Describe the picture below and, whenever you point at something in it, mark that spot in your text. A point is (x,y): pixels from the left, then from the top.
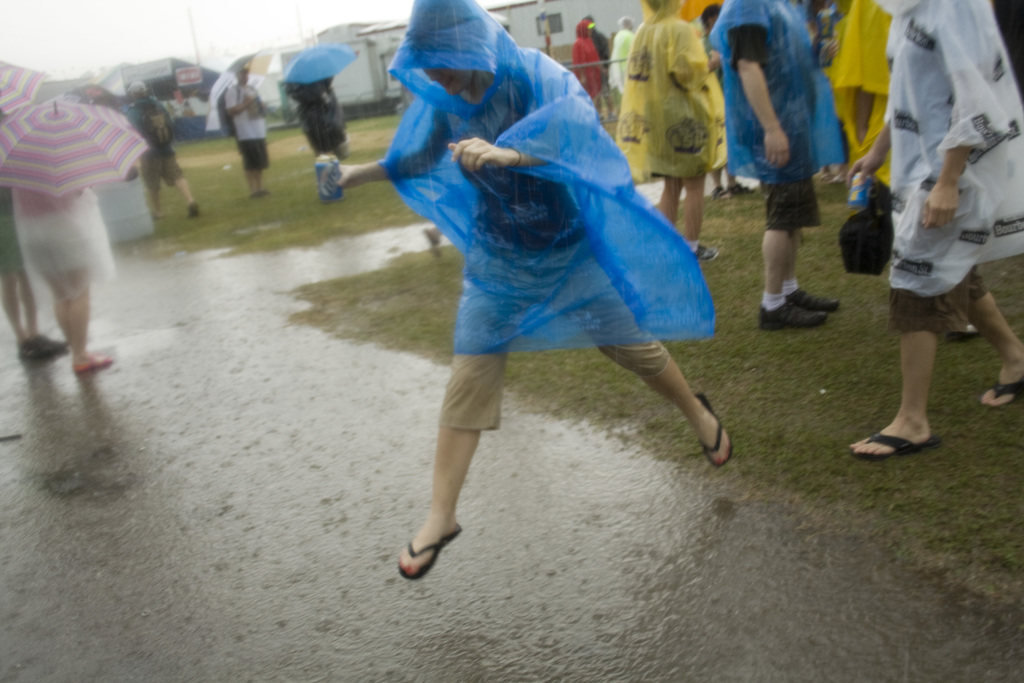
In this image in front (671,618) there is water (664,599). On the right side of the image (859,366) there is grass (833,374) on the surface (797,408). There are people (786,155) wearing the raincoats (681,61) and some are holding the umbrellas (61,148). In the background of the image (365,76) there are buildings (569,25), tents (206,76) and sky (144,22).
